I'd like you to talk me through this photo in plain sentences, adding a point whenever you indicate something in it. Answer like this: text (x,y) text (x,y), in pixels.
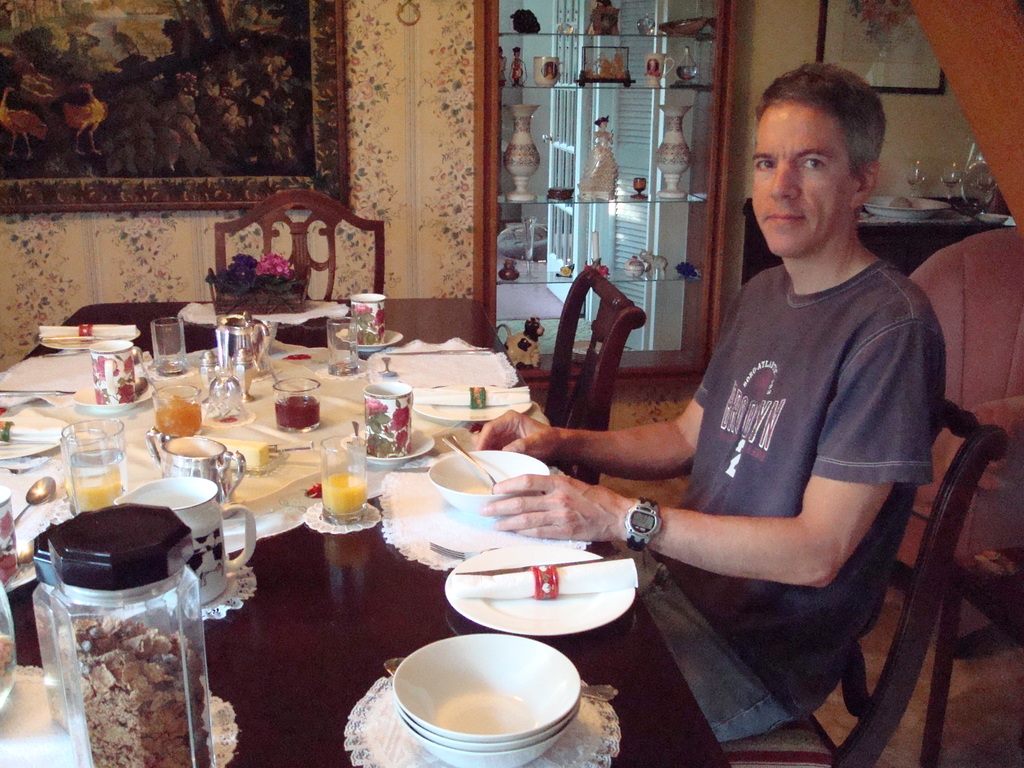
In this image i can see a person (842,443) sitting on a chair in front of a dining table (360,543). On the dining table (374,481) i can see many food items (120,711), bowls (491,637), plates (489,607), glass jars (192,422) and a cup (379,329). In the back ground (401,138) i can see a wall (394,123), a photo frame (244,103) and a glass shelf (536,199) with ceramic vases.
